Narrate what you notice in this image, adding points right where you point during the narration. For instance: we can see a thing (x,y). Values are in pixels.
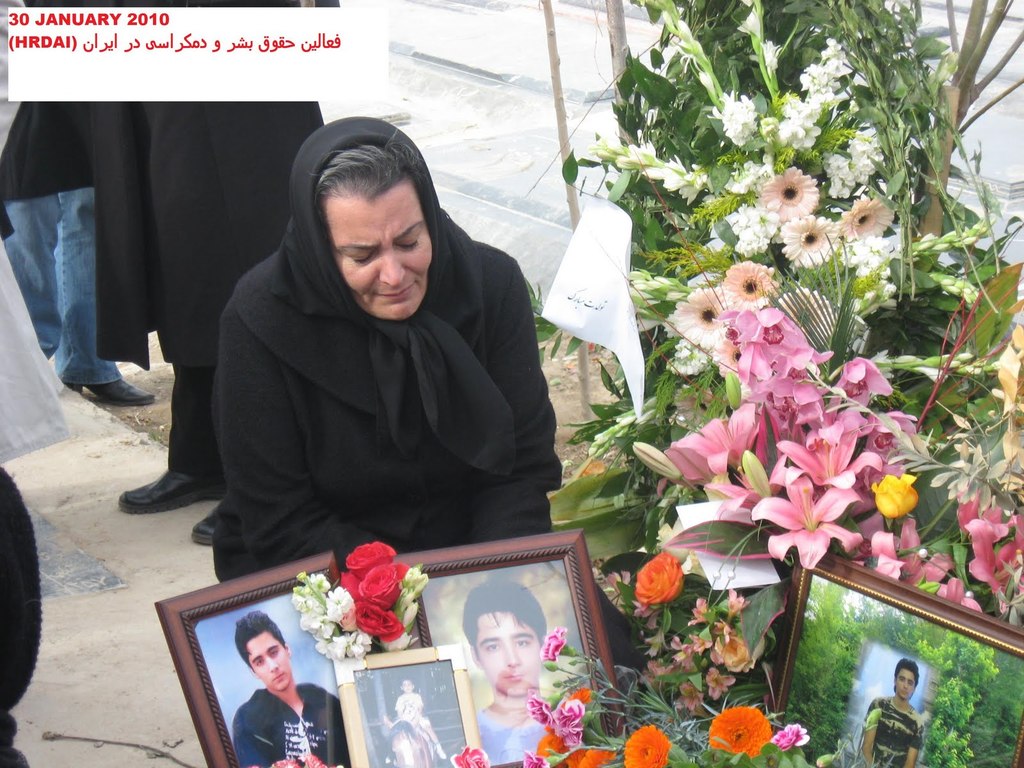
In this image we can see persons (195,325) standing and a woman (286,340) sitting on the ground (187,544) before a flower bouquet (809,446) and photo frames (370,693).
